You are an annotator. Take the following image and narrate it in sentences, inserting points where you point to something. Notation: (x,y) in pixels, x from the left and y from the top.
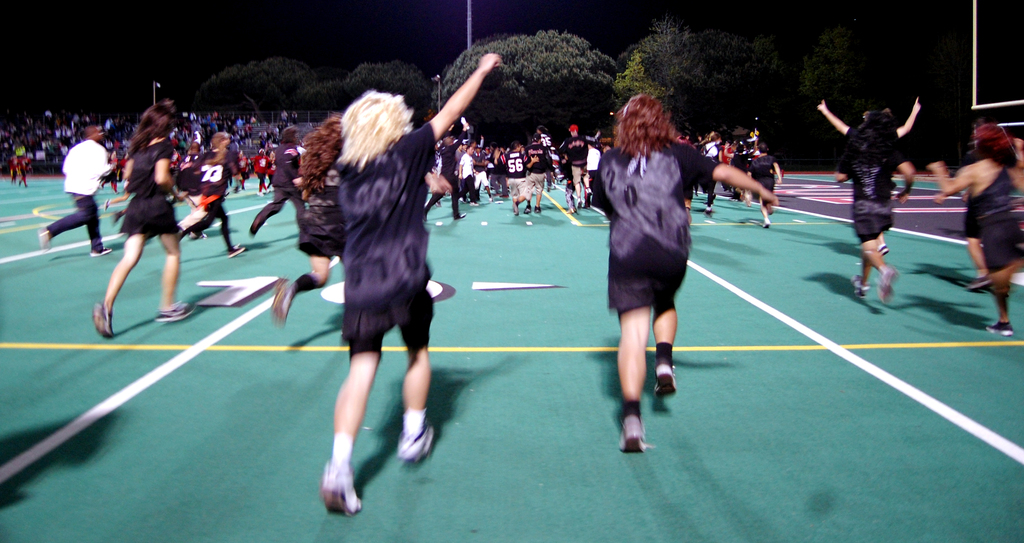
In this image there are a few people (376,237) running, in front of them there are a few spectators (125,118) and in the background (531,68) there are trees (498,71) and a pole (974,55).
